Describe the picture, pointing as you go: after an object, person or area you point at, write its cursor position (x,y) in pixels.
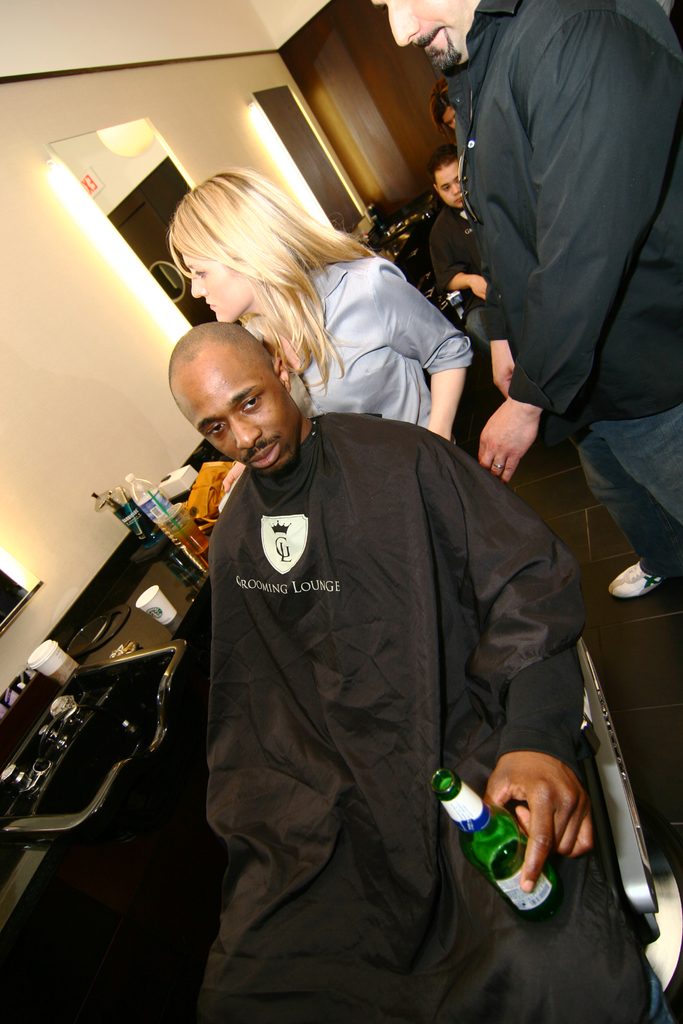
This man (387,711) is sitting on a chair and holding bottle (474,837). Beside this man (245,618) there is a table (141,638), on this table (139,620) there are bottles (143,481), cup (160,624), tray (114,724) and things (126,654). Backside of this man (291,454) a woman (312,392) is standing and a man (504,272) is standing. A mirror (110,191) is on wall (66,290). In this mirror (160,202) there is a reflection (153,222) of cupboard (154,239).
